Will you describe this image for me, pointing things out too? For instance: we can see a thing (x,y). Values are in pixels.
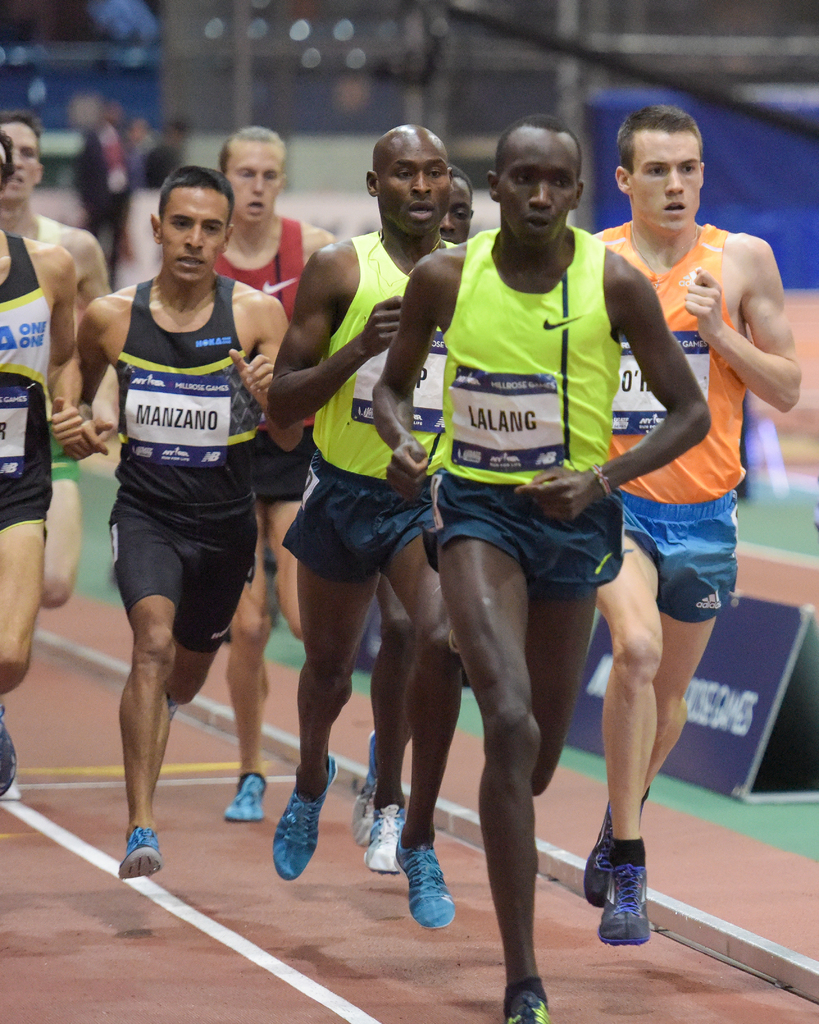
In this picture we can see some people (542,419) running, there is a blurry background (757,59), these people (717,454) wore shoes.
